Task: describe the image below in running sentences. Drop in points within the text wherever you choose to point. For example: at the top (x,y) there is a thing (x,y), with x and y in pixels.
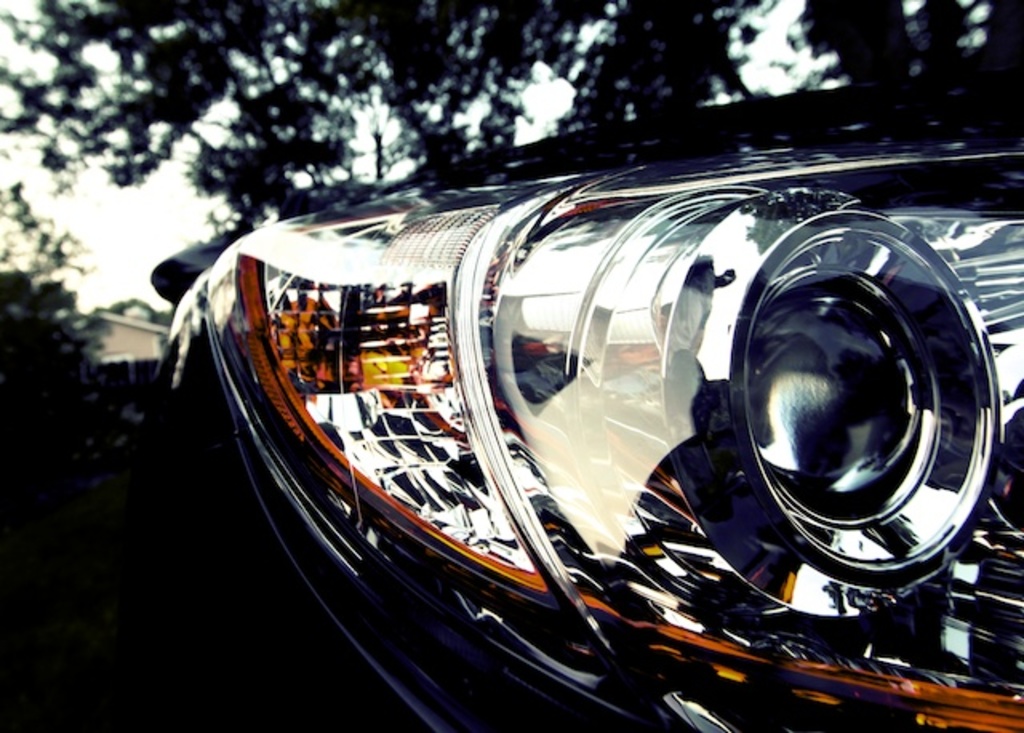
Here in this picture we can see a closeup view of a cars front light (464,393) and behind it we can see plants (76,395) and trees (349,141) and house (127,327) in blurry manner and we can see the sky (139,287) is cloudy.
